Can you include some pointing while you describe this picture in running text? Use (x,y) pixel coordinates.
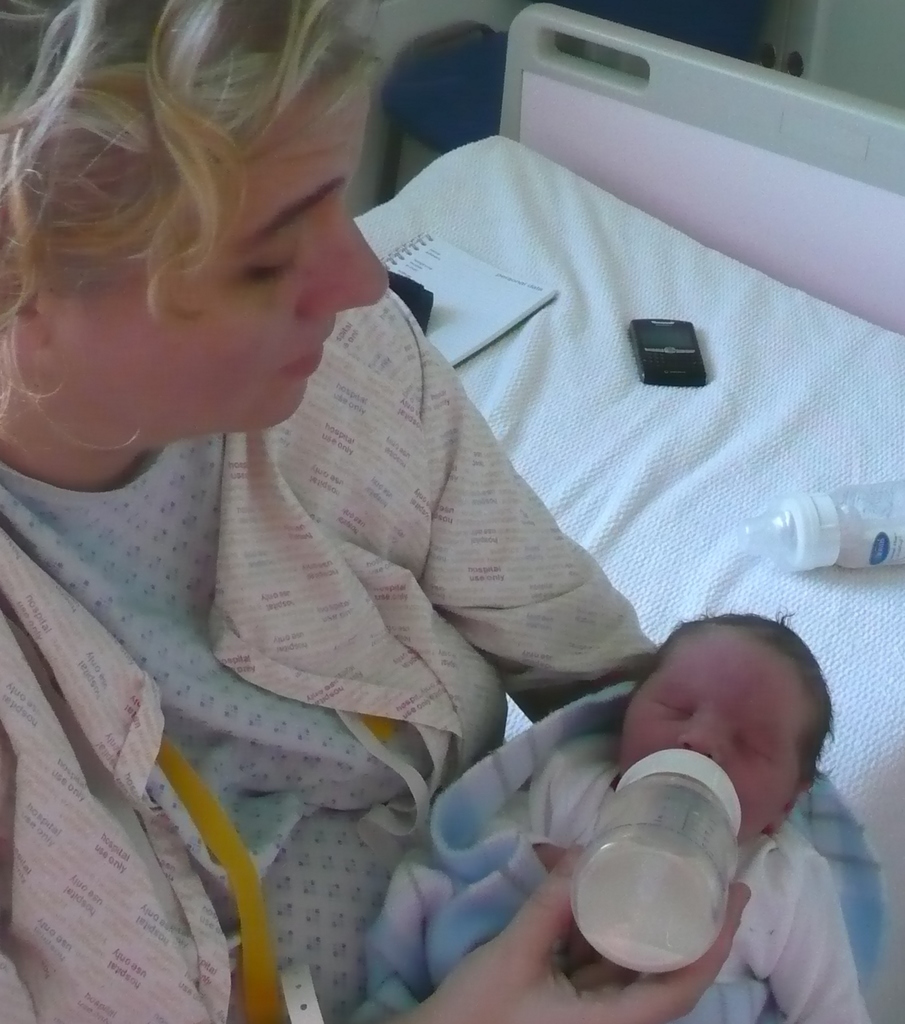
In the image we can see there is a woman (136,470) who is sitting and she is feeding milk (669,927) to the baby (764,732) and on the bed (682,501) there is a book (483,313), mobile phone (688,354) and milk bottle (799,558).
